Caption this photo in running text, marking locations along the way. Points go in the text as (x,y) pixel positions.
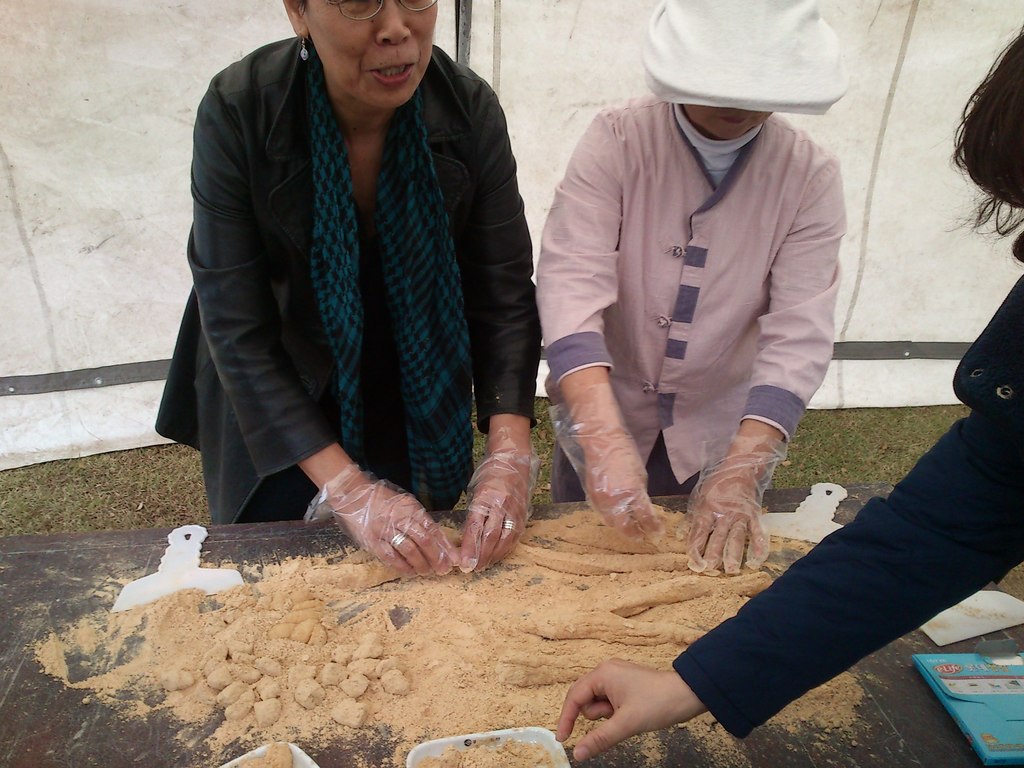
In this image there are three people (493,392), two wearing gloves (640,538) and they are preparing a dough (649,559). At the back side (542,198) there is a banner (147,320).
